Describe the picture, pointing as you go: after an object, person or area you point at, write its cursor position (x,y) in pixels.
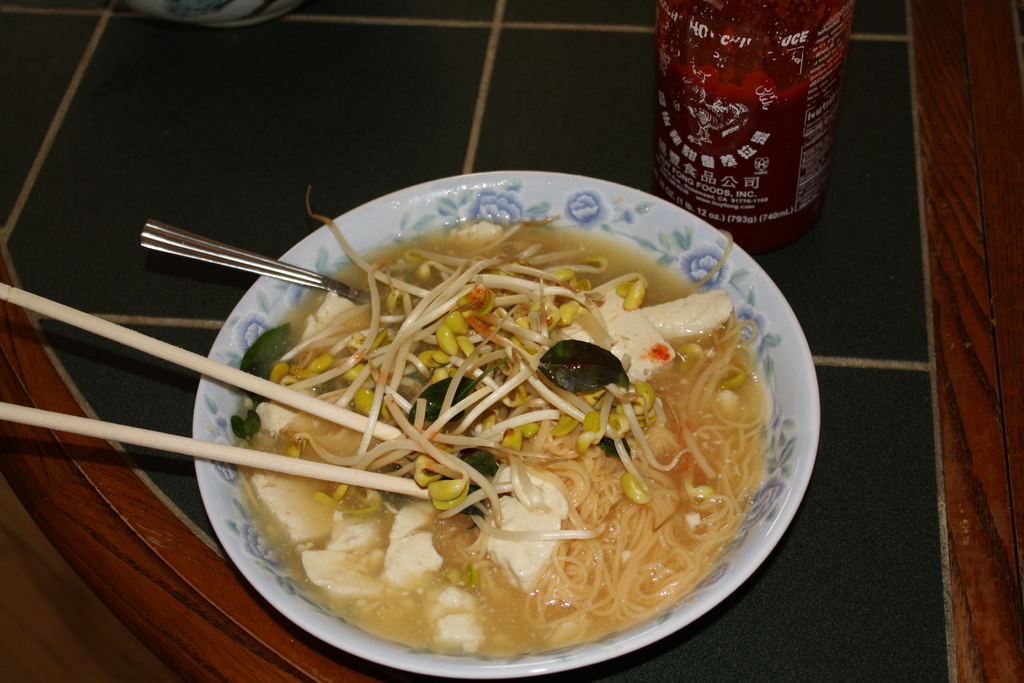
In this image I see a plate (249,308) and there is food (654,512) in it, I can also see a spoon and chopsticks (197,358).
